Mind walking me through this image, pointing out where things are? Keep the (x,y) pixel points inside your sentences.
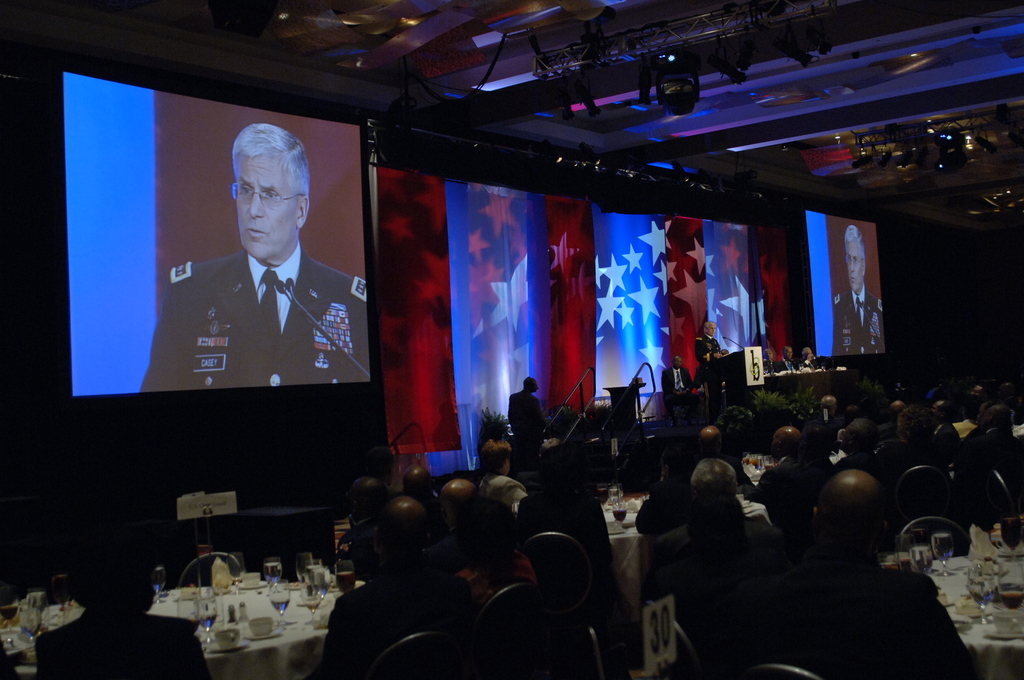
As we can see in the image there are screens (335,227), group of people (825,438) sitting on chairs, projector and there are tables (263,614). On tables (302,628) there are glasses (278,590) and tissue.
